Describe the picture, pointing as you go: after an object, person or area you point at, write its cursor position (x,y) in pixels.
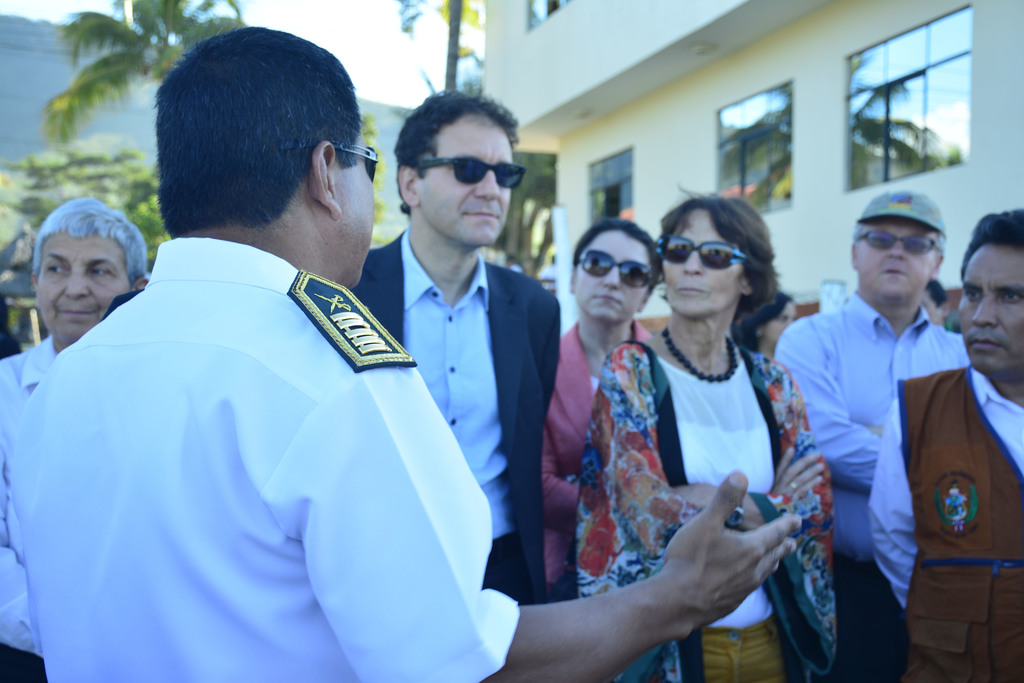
In this picture I can see few people (504,314) standing and few people (320,674) wore sunglasses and I can see building (604,137) and trees (20,197) and a hill (60,66) and I can see a cloudy sky (357,38).
